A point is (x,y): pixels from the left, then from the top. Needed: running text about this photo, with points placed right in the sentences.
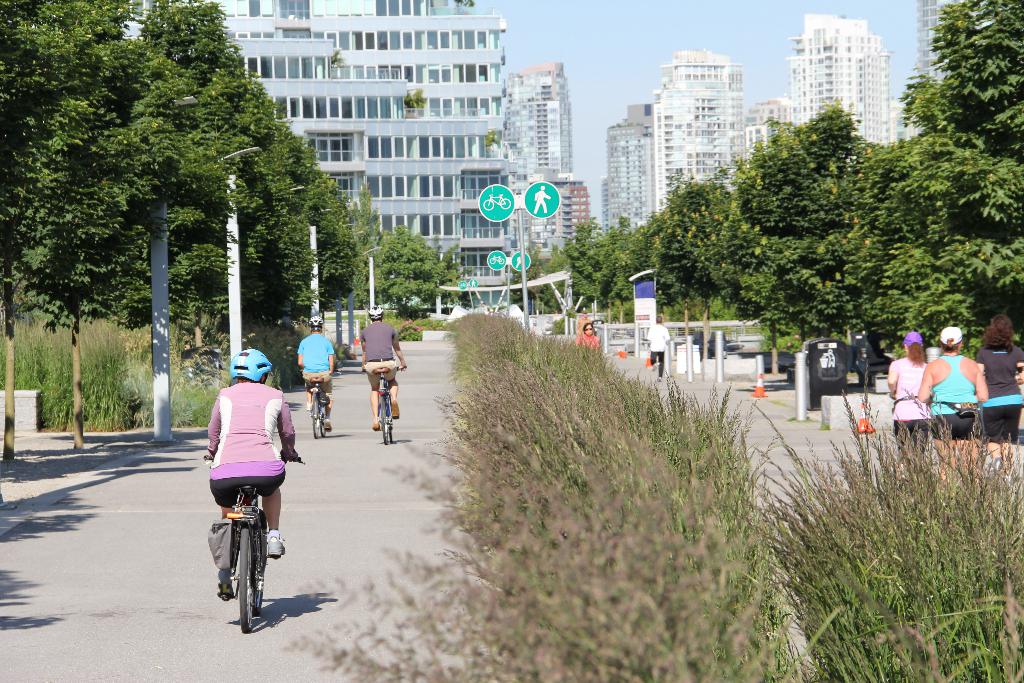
This is an outside view. At the bottom (370,471) I can see two roads (443,475). In the middle of these two roads (753,459) there are some plants (547,426). On the right side (966,392) there are few people (953,423) running on the road (748,408) and on the left side (253,452) few people (287,415) are riding the bicycles (256,526) on the road (328,565). On the right (898,250) and left side of the image (163,251) there are many trees (439,263) and poles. On the left side (54,386) there are some plants (111,370) on the ground (118,438). In the background (480,139) there are many buildings (409,130). At the top of the image (578,27) I can see the sky (634,18).
